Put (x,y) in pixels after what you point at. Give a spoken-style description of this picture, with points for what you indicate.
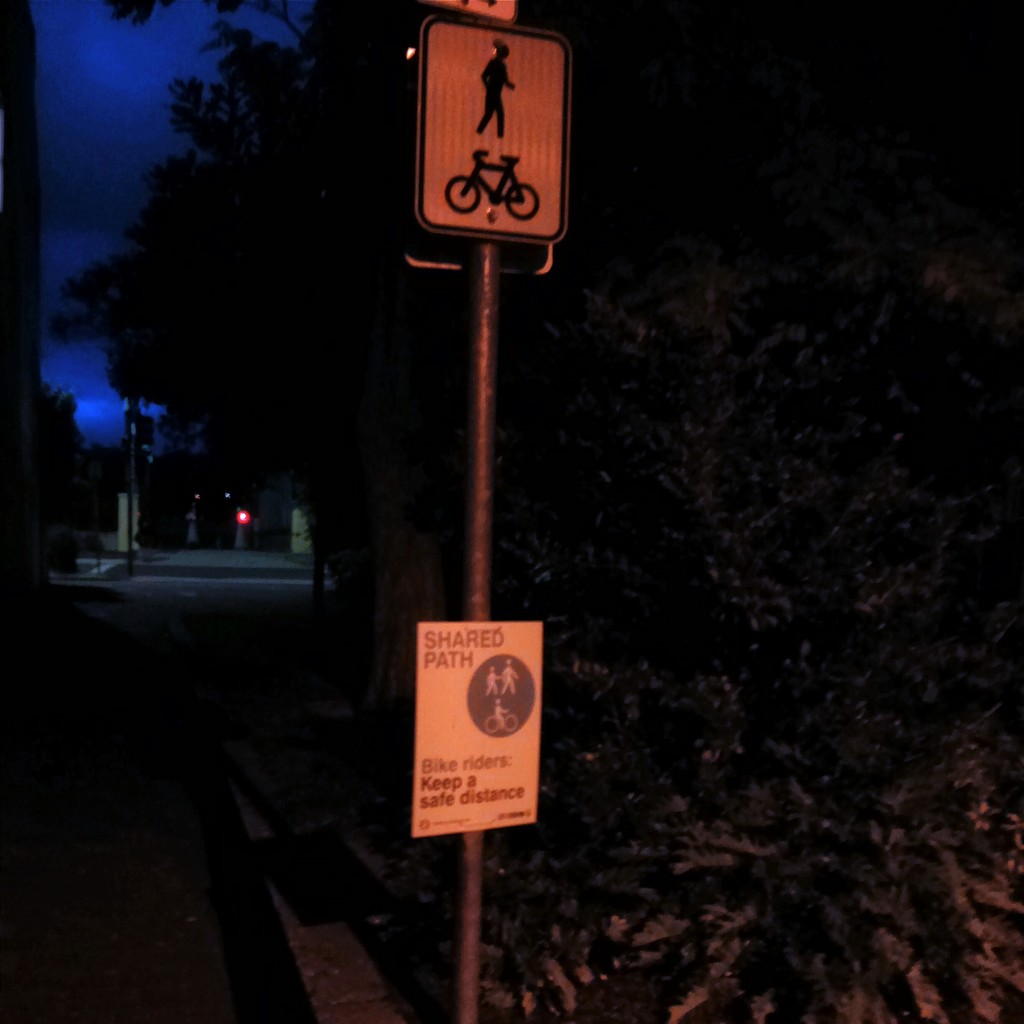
In this picture we can see two sign boards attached to the pole (480,496) and in the background (499,500) we can see trees (418,503), road (173,701), sky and some objects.
